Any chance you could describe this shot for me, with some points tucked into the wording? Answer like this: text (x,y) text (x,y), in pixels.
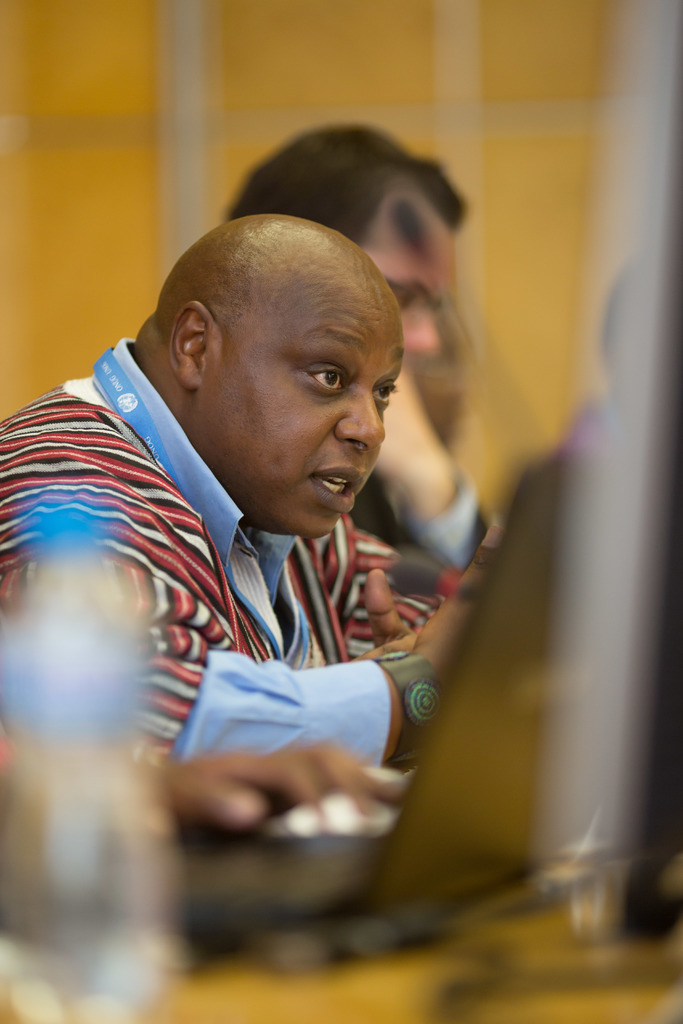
There is a blurred picture of a bottle (83,846) at the bottom left side of this image (97,847), and we can see there are two persons (342,525) sitting in the middle of this image (353,545).
